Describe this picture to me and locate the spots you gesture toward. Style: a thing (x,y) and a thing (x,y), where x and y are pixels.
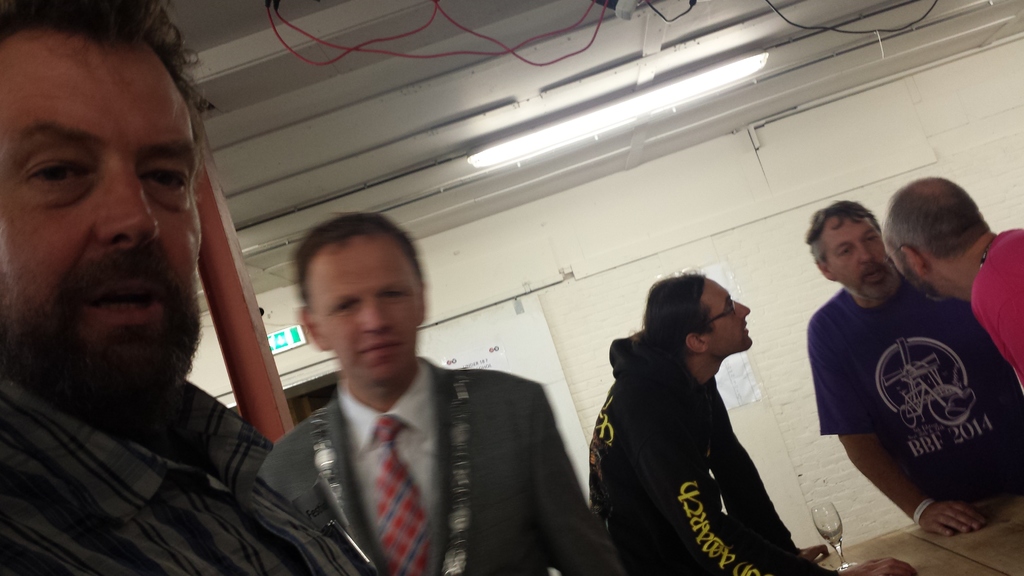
As we can see in the image there is a wallpapers (732,378), light (589,126), group of people (542,430) and table (940,541). On table (908,546) there is a glass (831,521).
